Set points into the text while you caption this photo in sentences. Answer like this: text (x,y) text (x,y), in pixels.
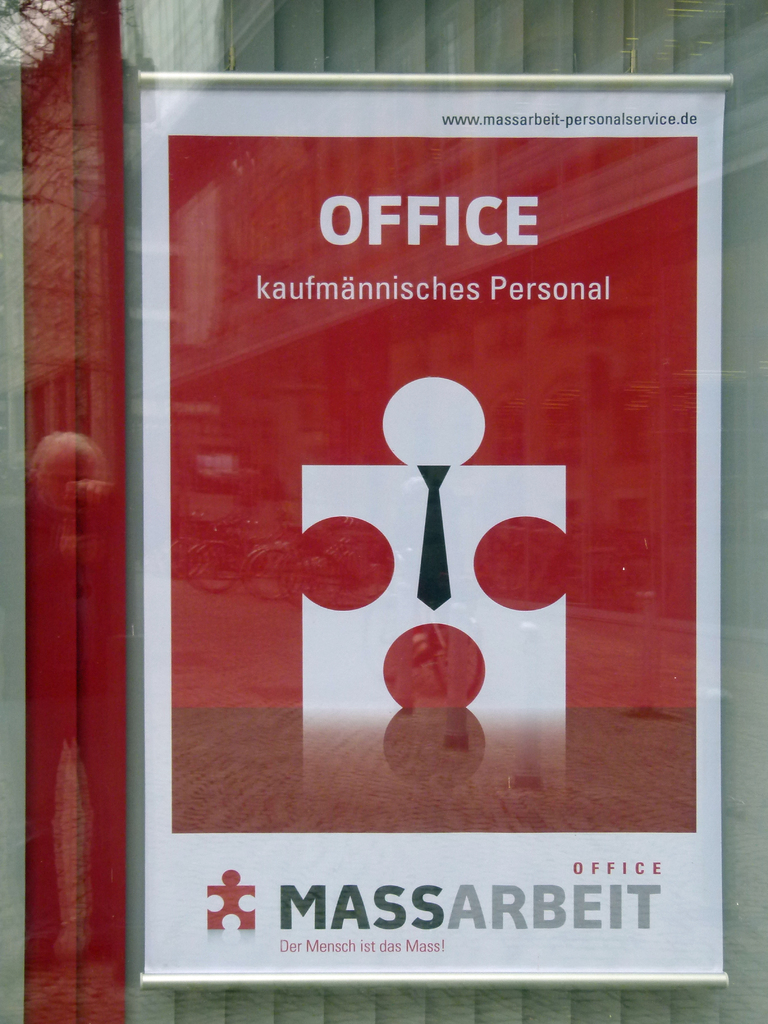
In this image I can see a board (515,747) and window blinds (638,48) through glass (553,398). Something is written on the board (376,754). On the glass (81,324) there is a reflection (258,573) of vehicles (289,577) and tree (36,94).
